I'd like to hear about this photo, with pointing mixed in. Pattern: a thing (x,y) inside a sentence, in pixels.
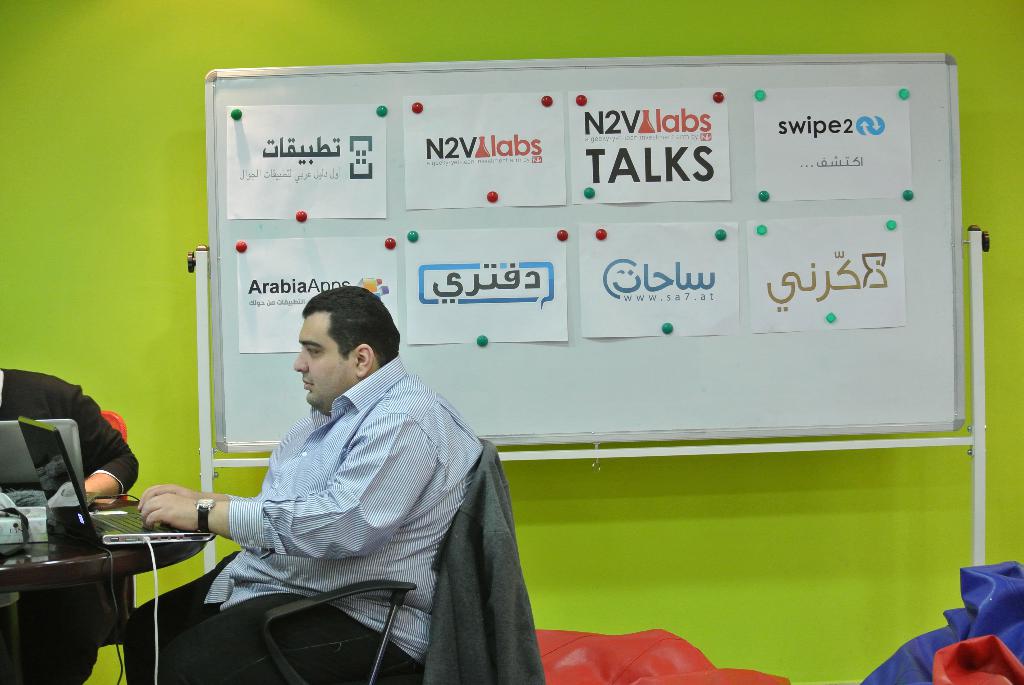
On this whiteboard (855,420) there are different type of posters (854,165). This man (347,365) is sitting on a chair (400,584) and kept his hand (215,513) on the laptop (135,515). On this table (59,576) there are laptops (37,444) and box (12,519). These are bean bags (647,649). On this chair (501,594) there is a jacket (474,574). The wall (57,215) is in green color.
